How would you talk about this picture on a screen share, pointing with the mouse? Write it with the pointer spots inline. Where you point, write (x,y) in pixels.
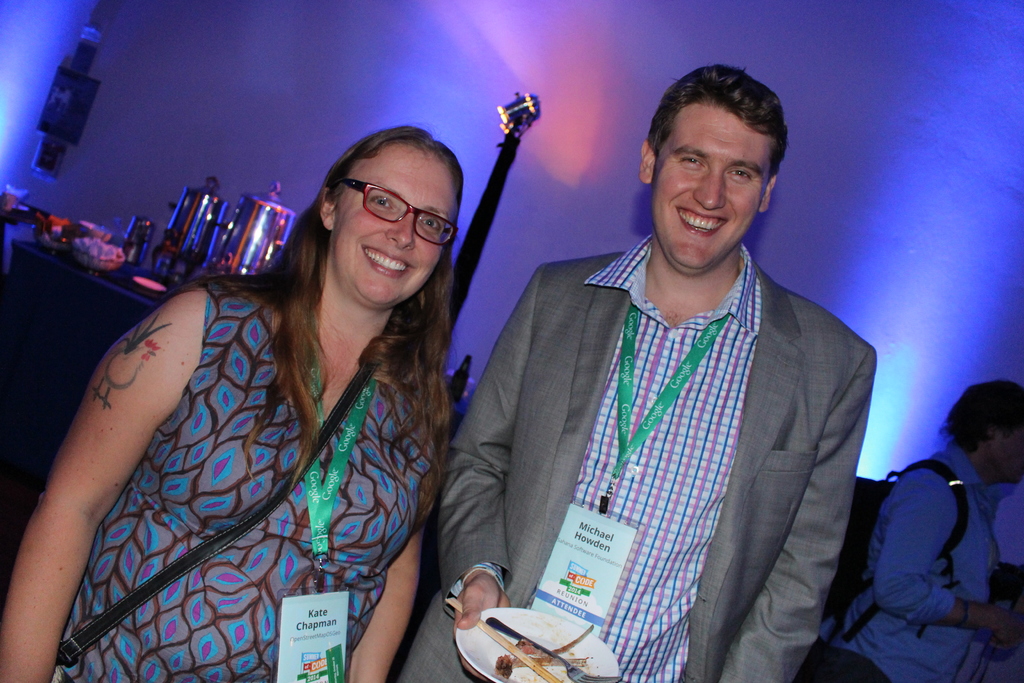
There are two people (674,604) standing and smiling and wearing tags (321,526), she is carrying a bag (62,677) and he is holding a plate (470,658) with fork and food (543,660). In the background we can see people (925,596) and few objects (208,223).
